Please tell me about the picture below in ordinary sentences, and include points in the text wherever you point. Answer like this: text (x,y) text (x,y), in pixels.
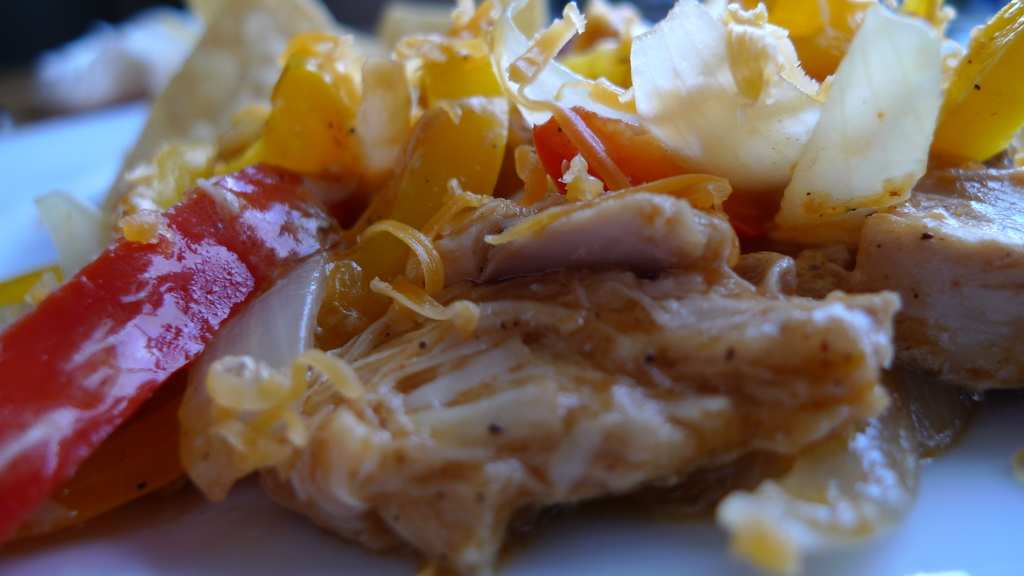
In this image I can see the food (433,374) which is in red, yellow and cream color. It is on the white color surface (963,513). And there is a blurred background (65,94).
